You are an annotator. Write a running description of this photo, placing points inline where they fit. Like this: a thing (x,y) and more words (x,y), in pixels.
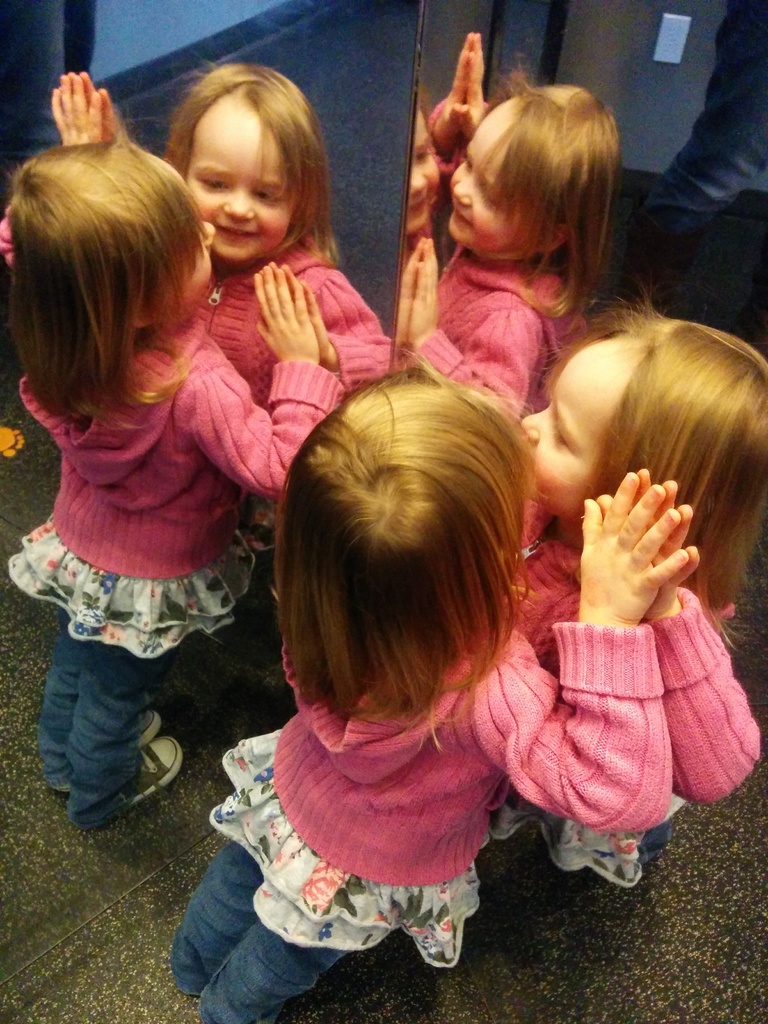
In this image I can see a child (376,740) wearing pink, white and blue colored dress (376,740) is standing and I can see mirrors (655,345) around her. In the mirrors (151,312) I can see the reflections (149,278) of the child (231,272).
